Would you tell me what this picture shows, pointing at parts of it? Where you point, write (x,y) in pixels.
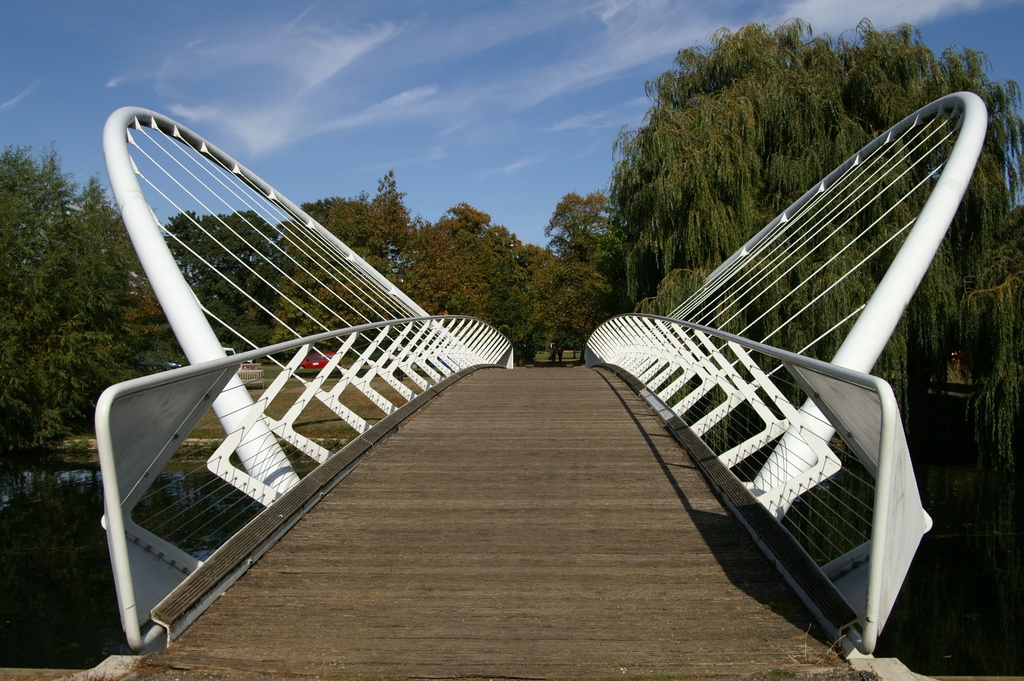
In this picture we can see a bridge (294,547) on the water (1011,532). In the background (292,334) we can see vehicles (324,360) on the ground (337,380), trees (56,398) and the sky (347,144).
